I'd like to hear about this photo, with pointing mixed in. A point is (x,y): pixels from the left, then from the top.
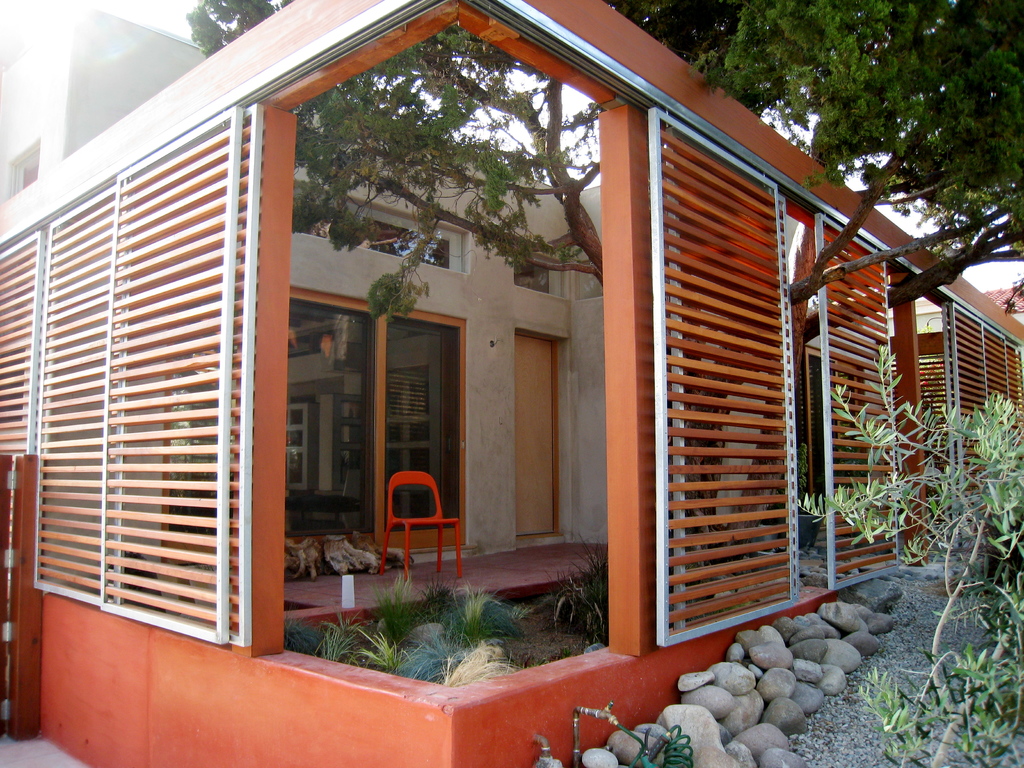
In this picture we can see house (477,367), plants (941,762), stones (813,634), chair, glass windows (413,331) and tree (629,15). In the background of the image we can see the sky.
